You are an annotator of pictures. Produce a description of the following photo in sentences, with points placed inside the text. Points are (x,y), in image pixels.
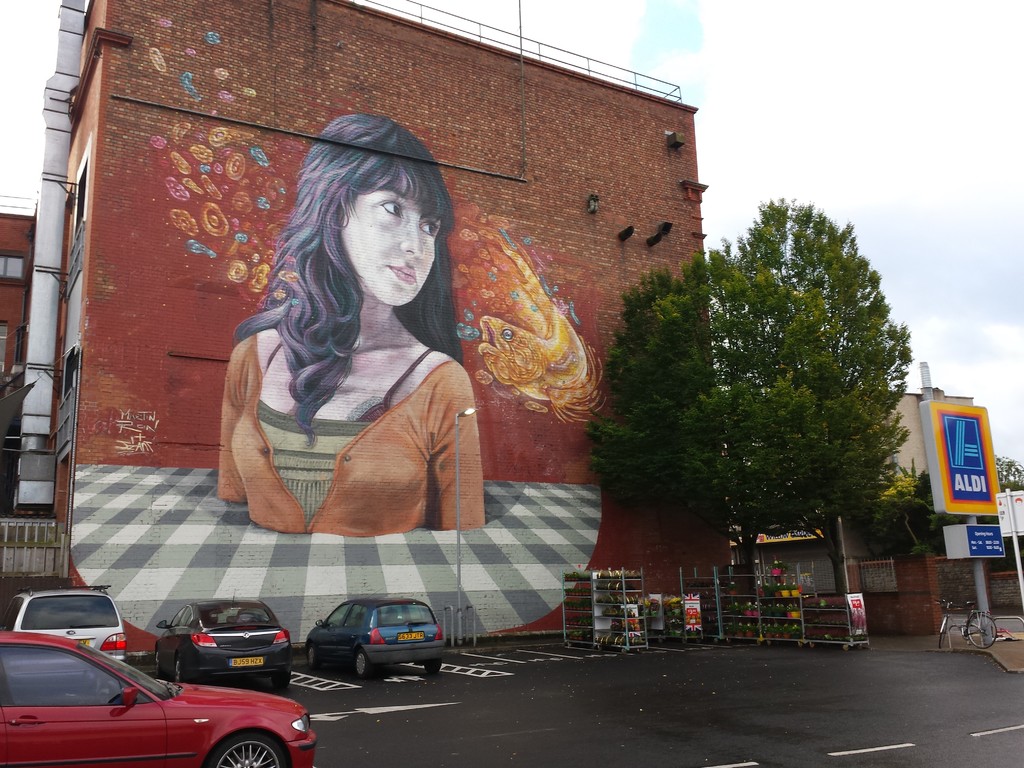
In this image we can see few trees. There are three cars (266,621) parked in a parking zone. There is a painting (364,368) on a building wall (472,447). There are many objects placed on the racks (756,602). There is an advertising board (963,469) at the right side of the image (982,506). A car (180,693) is moving on the road (750,689).
